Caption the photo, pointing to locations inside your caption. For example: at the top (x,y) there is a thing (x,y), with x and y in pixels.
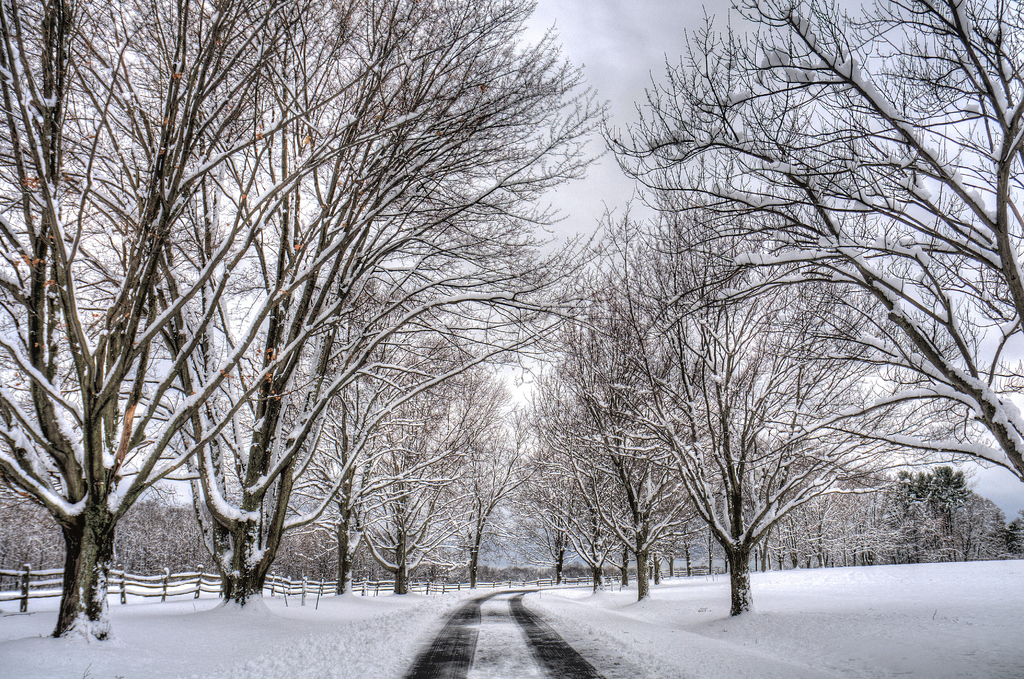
In this picture we can see trees (206,327), at the bottom (365,631) there is snow (388,629), on the left side (32,585) we can see fencing (54,569), there is the sky (617,203) at the top of the picture (629,65).
